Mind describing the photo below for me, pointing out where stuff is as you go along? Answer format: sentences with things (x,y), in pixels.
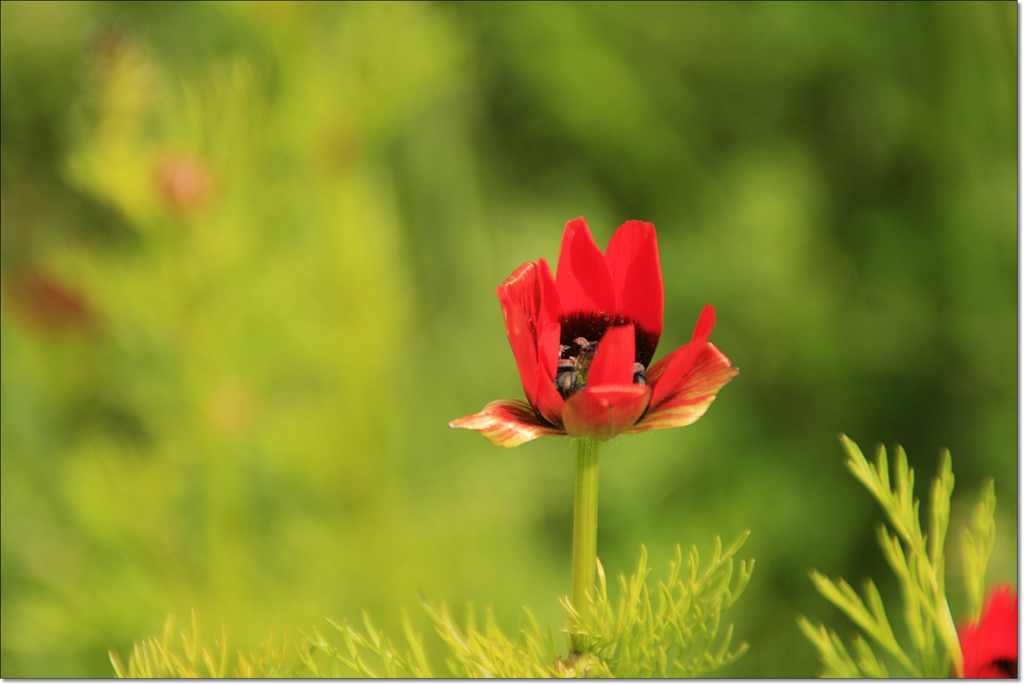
In this image we can see few flowers (671,376). There is a blur background (306,493) in the image.
